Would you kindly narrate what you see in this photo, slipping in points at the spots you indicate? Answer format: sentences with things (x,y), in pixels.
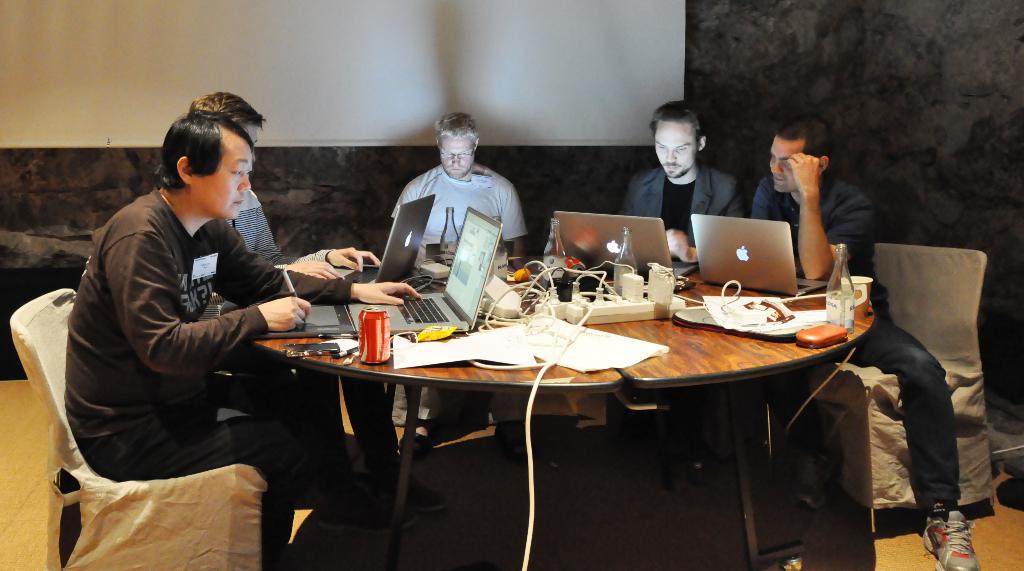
In this picture I can see there are five men (125,355) sitting at the table (522,371) and they have laptops (483,256) in front of them and they have papers (716,312), cables (537,282), beverage can (382,335), beer bottles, smart phone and in the backdrop (223,48) there is a screen (369,29) and there is a wall (869,189).
